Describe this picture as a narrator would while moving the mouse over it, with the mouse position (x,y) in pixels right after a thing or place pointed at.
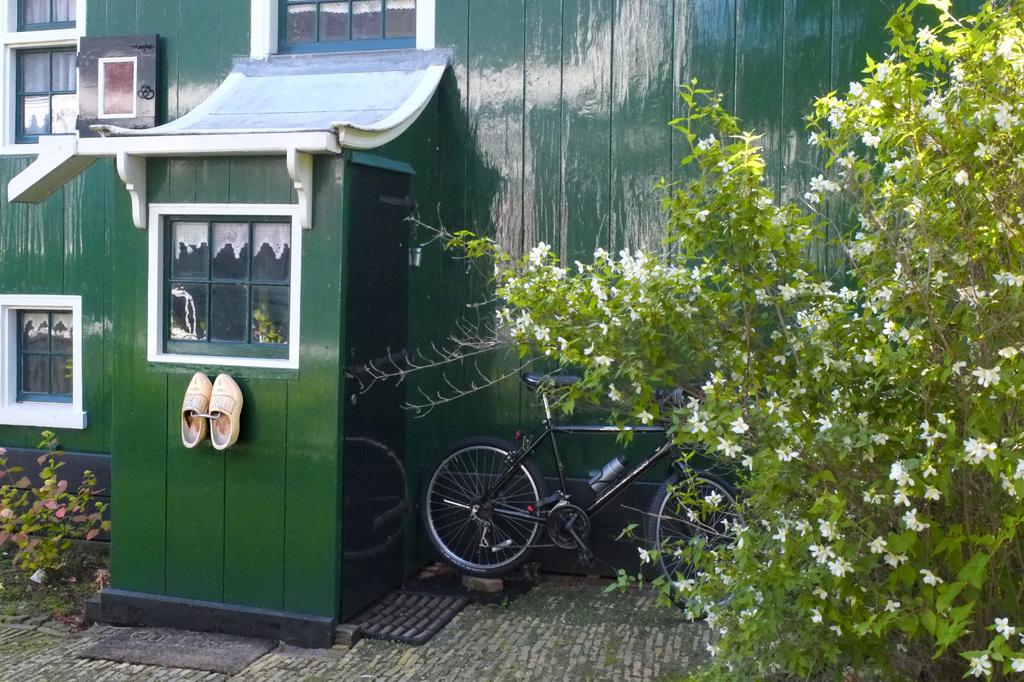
In this image we can see a building (432,209) with windows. We can also see the shoes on a hanger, a bicycle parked aside, some plants (784,652) and flowers (807,526).
